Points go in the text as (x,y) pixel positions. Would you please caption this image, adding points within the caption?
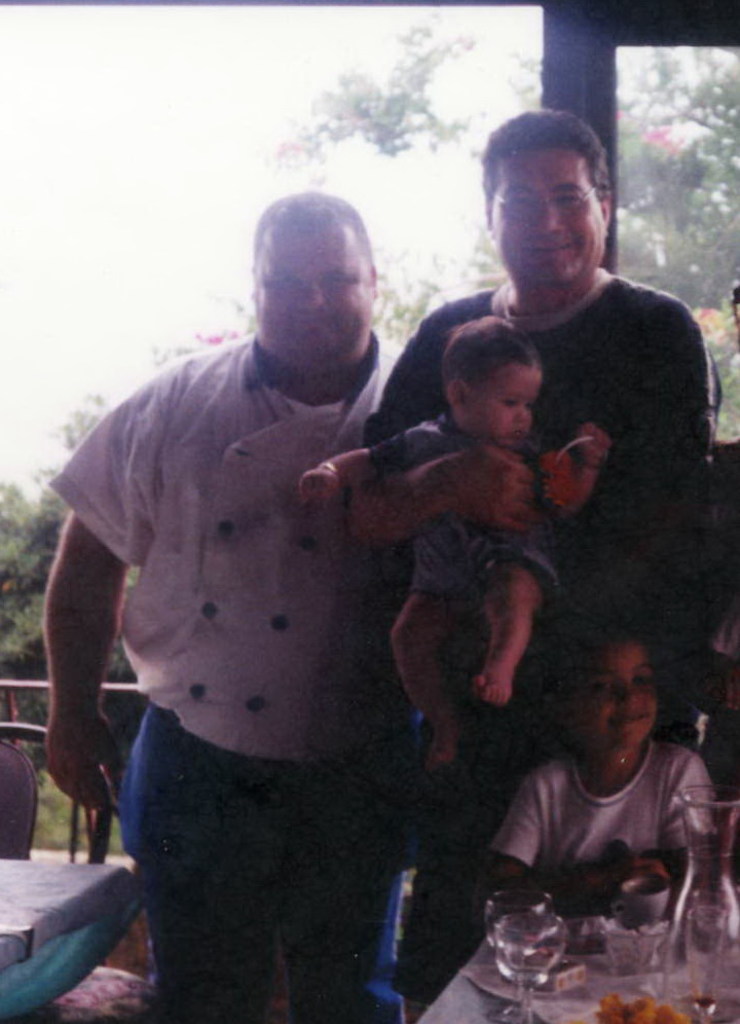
There are two men (338,447) standing and smiling. This man (547,219) is holding a boy (495,406) in his hands (538,510). Here is another kid (569,808) standing. This looks like a table (492,999) with wine glasses (704,1006), jar (691,830) and few other things (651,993). This looks like a door (652,36). These are the trees (63,833). This looks like a chair (28,822).
